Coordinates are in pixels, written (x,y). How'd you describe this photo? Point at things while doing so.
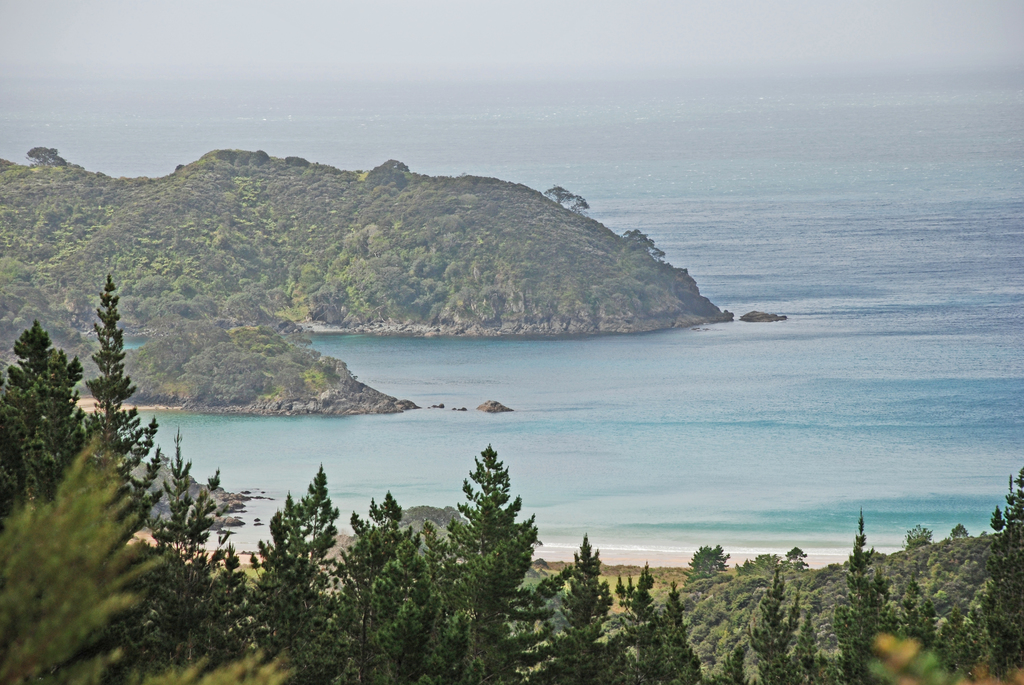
As we can see in the image there are hills (359,241), trees (402,648), water (698,458) and sky (556,17).
